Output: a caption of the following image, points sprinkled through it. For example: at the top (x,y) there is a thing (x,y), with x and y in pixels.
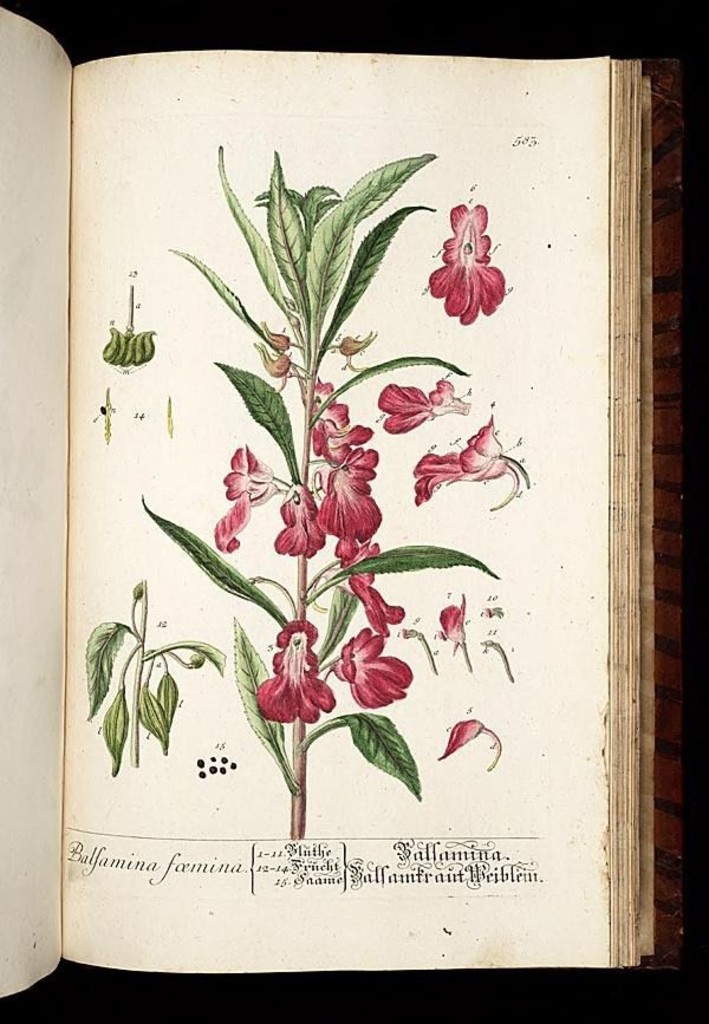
In the center of the image (364,569) there is a book (190,699) placed on the table (688,788).
